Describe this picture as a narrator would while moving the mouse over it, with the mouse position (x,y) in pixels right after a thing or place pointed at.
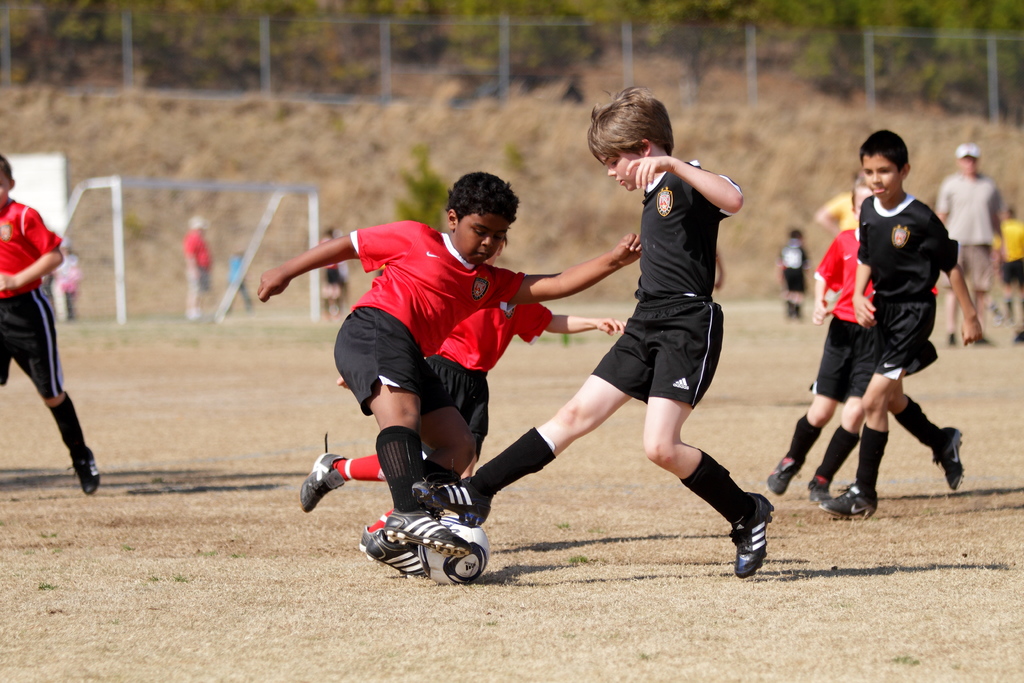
In this picture we can see boys (721,194) playing with the ball (452,557) and in the background (971,188) we can see man (979,177) wore cap (970,145) watching them and we have fence (283,73), trees (745,17), wall (320,115), football net (246,270).
